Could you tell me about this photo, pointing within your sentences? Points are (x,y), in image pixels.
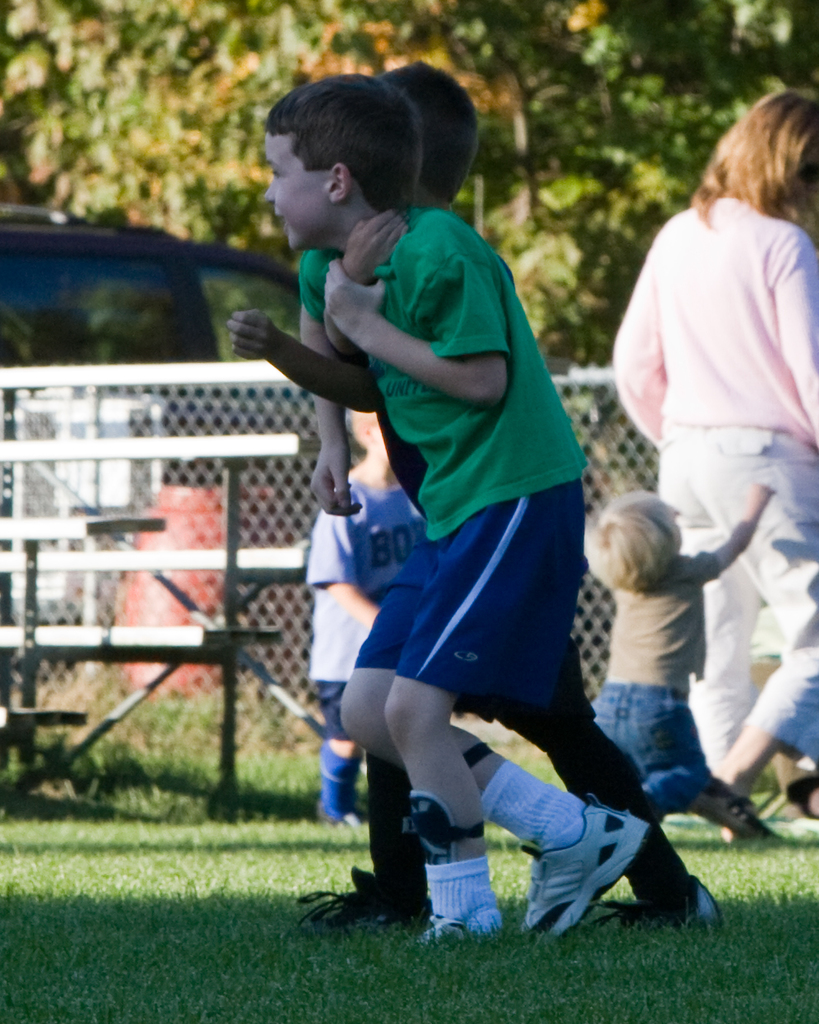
In this image in front (445,299) there are two people (429,305) running on the grass (549,980). Behind them there are a few other people (683,474). In the center of the image (294,408) there is a metal fence (190,477). In the background of the image (186,251) there is a car (186,251). There are trees (580,48).
